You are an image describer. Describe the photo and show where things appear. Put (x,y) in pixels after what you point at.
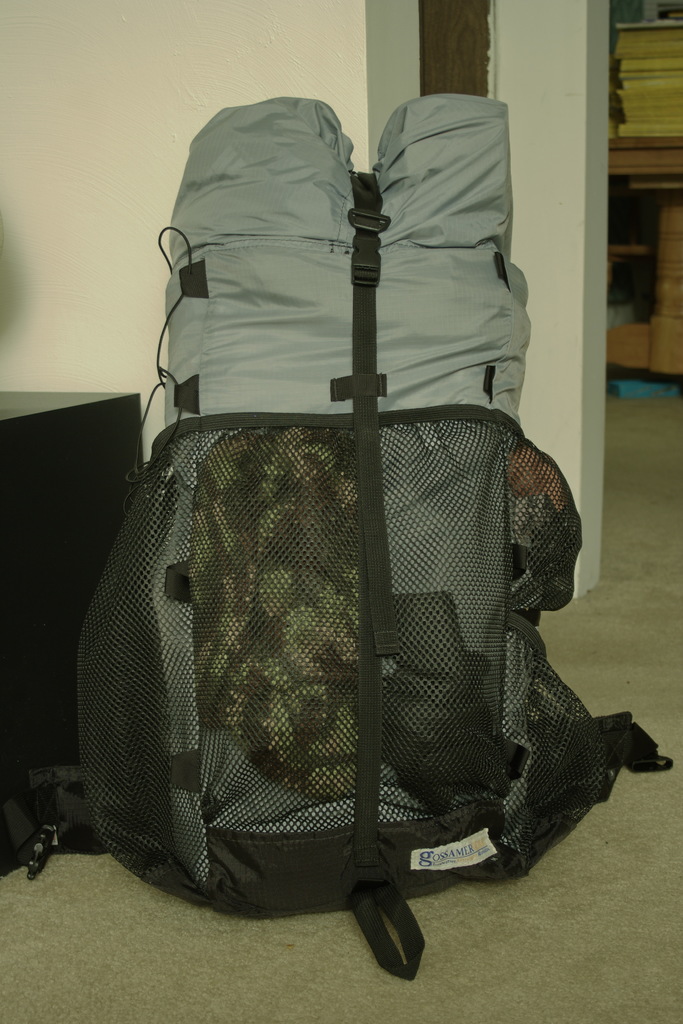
The image is taken in the room (379,0). In the center of the image (249,624) there is a backpack (287,504). In the background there is a door (571,133) and a table (644,155).
